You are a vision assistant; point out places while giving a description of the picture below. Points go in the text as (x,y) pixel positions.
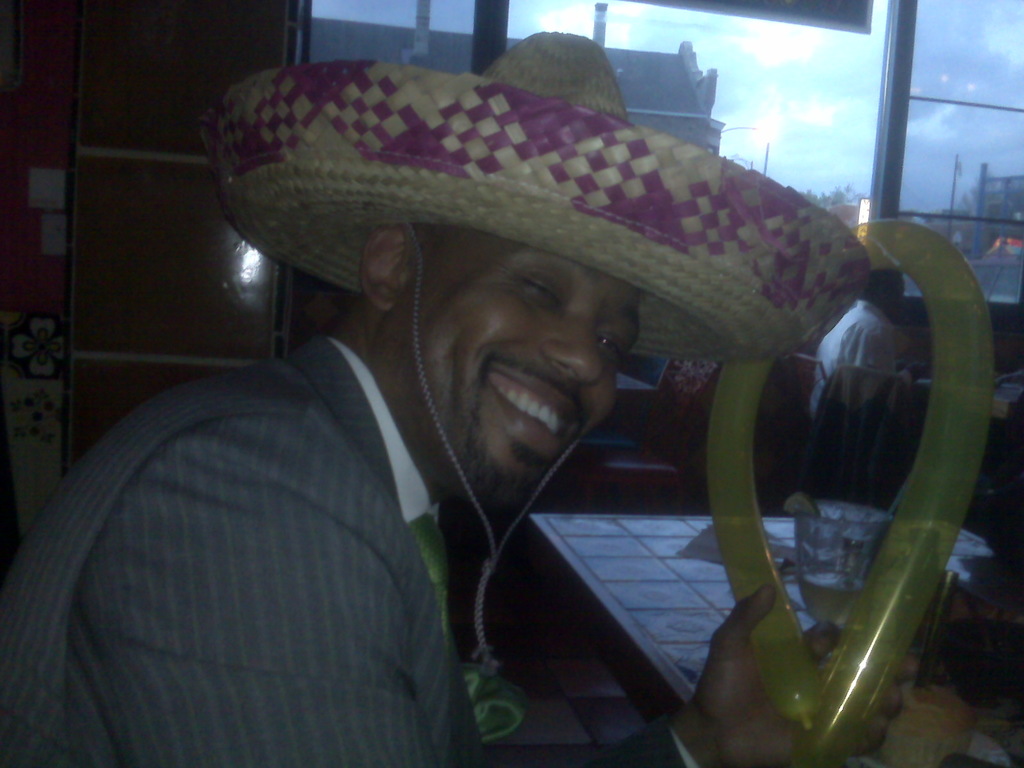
In the foreground of the picture (414,450) is a person (551,359) wearing hat (596,247), holding balloon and smiling. In the center of the picture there is a table (654,581), on the table (594,542) there are glass (871,531) and other objects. In the background (781,366) there are tables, chairs (694,383), people (887,284), windows (784,68), outside the window (795,120) there are trees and buildings (685,73).
